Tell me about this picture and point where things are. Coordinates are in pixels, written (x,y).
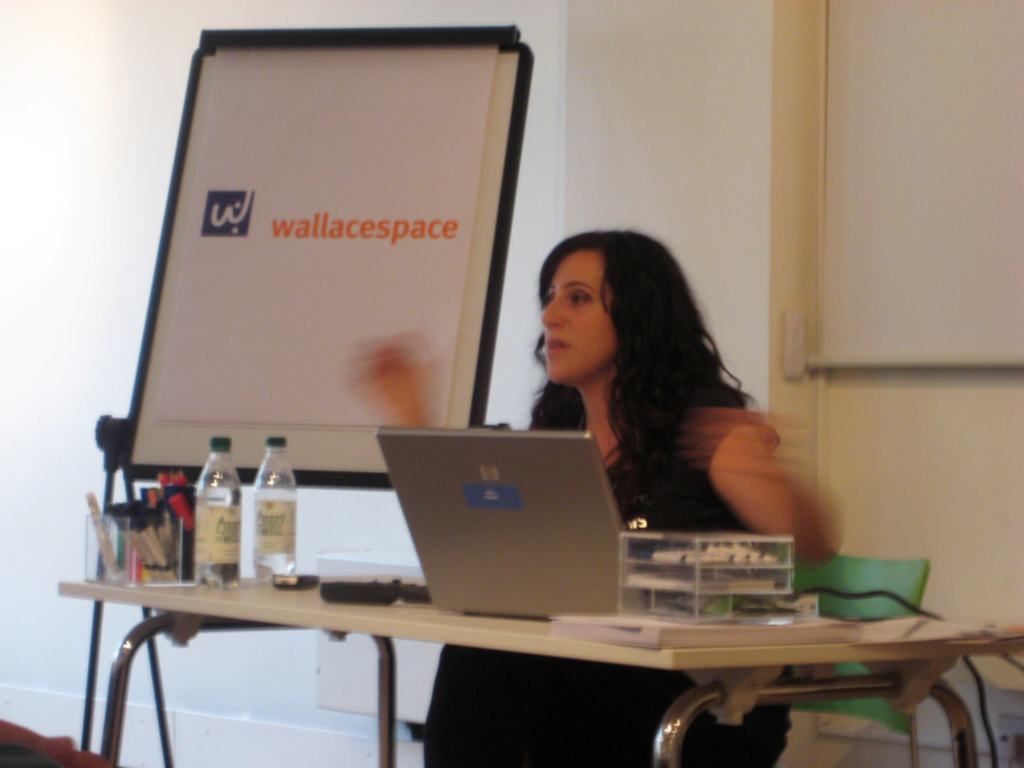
It is a room (743,337), there is a board (313,254) and something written as "wallacespace" on it, there is a woman (566,393) sitting in front of the table (306,608), on the table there are bottles (261,553), boxes (649,546), laptop (459,528) and other markers (135,548), behind her there is a door (847,487) and a wall (566,94).
